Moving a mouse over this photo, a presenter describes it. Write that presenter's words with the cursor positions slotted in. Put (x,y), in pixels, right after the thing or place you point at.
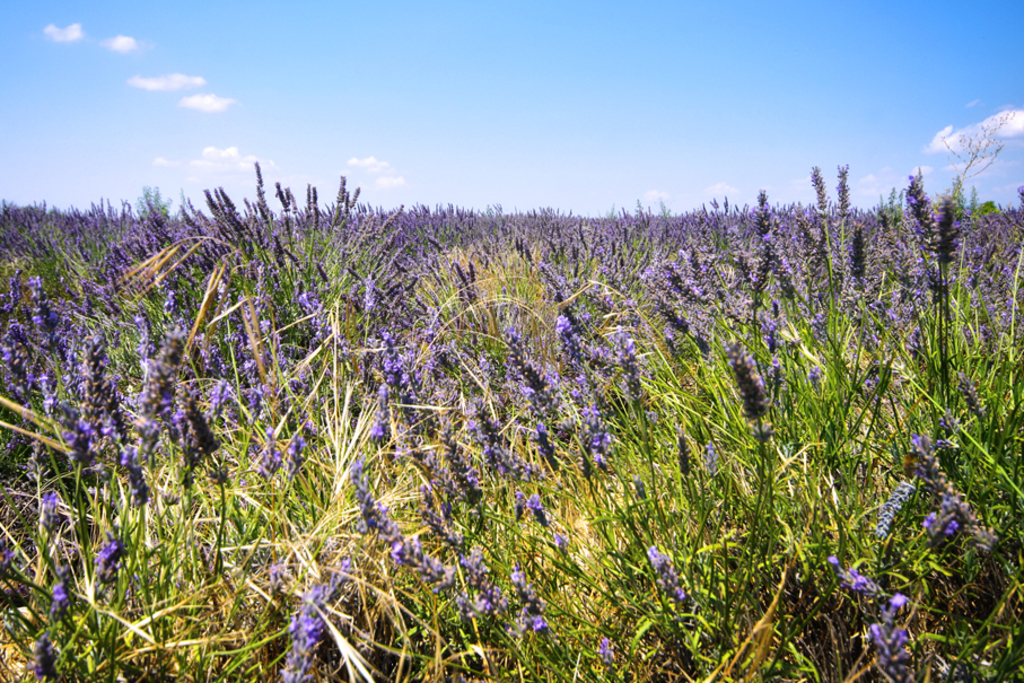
In this image I can see few purple color flowers (148,353) and green grass (653,541). The sky (651,158) is in white and blue color.
